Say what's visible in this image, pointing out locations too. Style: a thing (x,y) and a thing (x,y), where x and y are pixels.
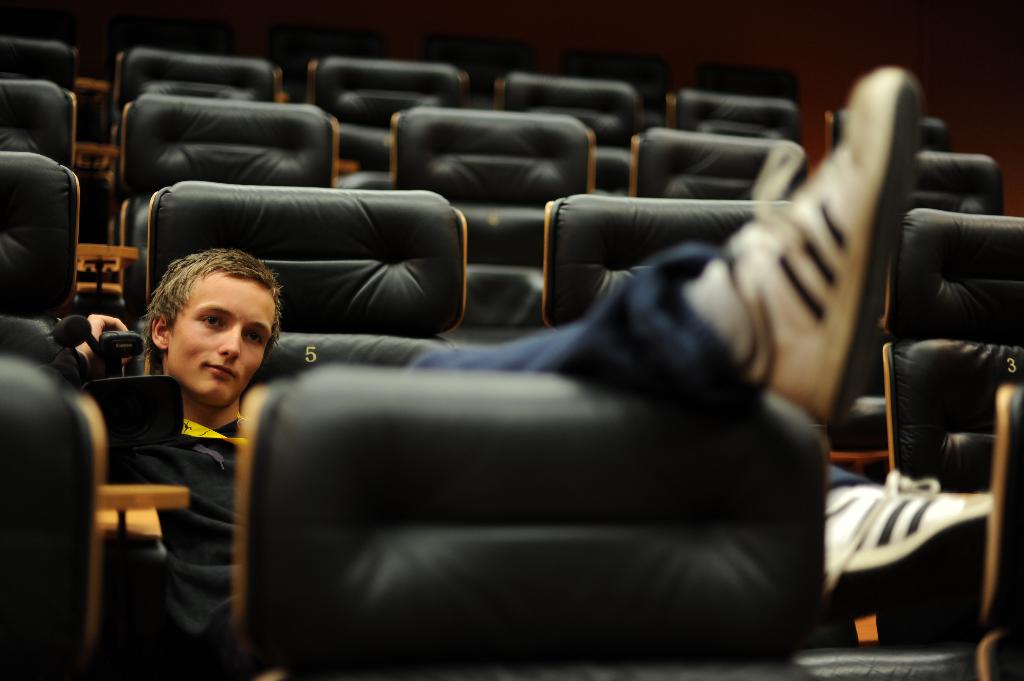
There are many chairs (326,117) in the room (271,544). A person (218,552) is sitting on a chair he put his leg (699,368) on the chair (756,394), he is holding a camera (145,425).
